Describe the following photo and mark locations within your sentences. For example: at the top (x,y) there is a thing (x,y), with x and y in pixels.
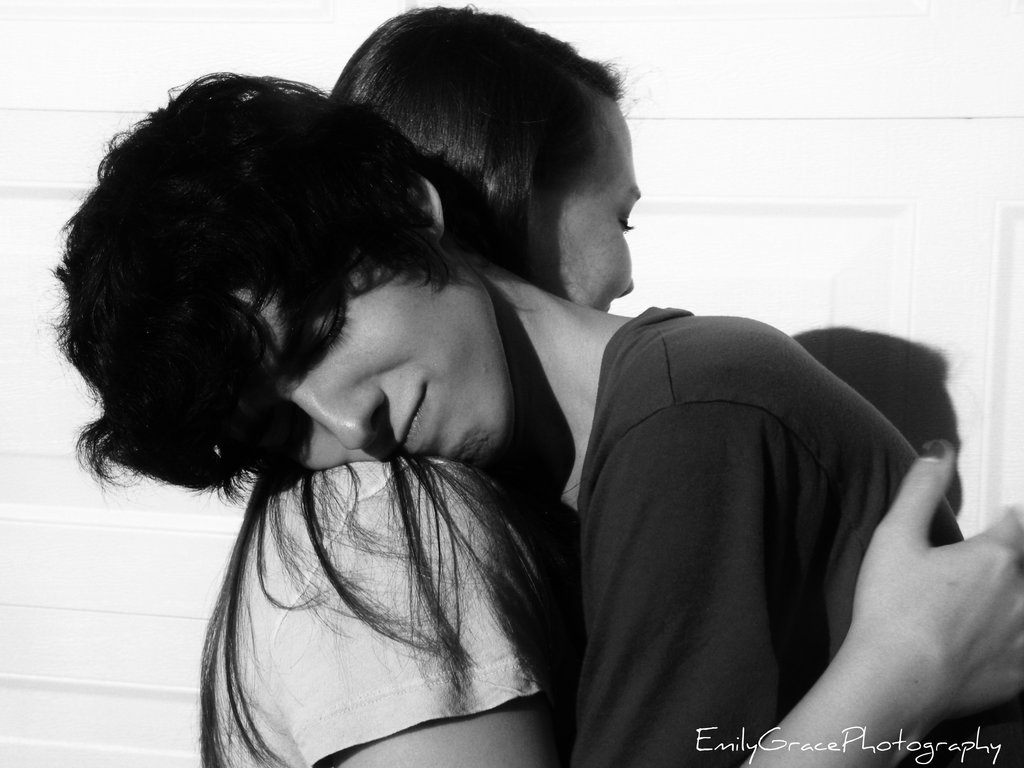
In this image there is a man (674,505) at right side of this image (769,527) and left side (292,620) one is women (281,628), and there is a watermark text (786,740) written at bottom right corner of this image (910,746).
